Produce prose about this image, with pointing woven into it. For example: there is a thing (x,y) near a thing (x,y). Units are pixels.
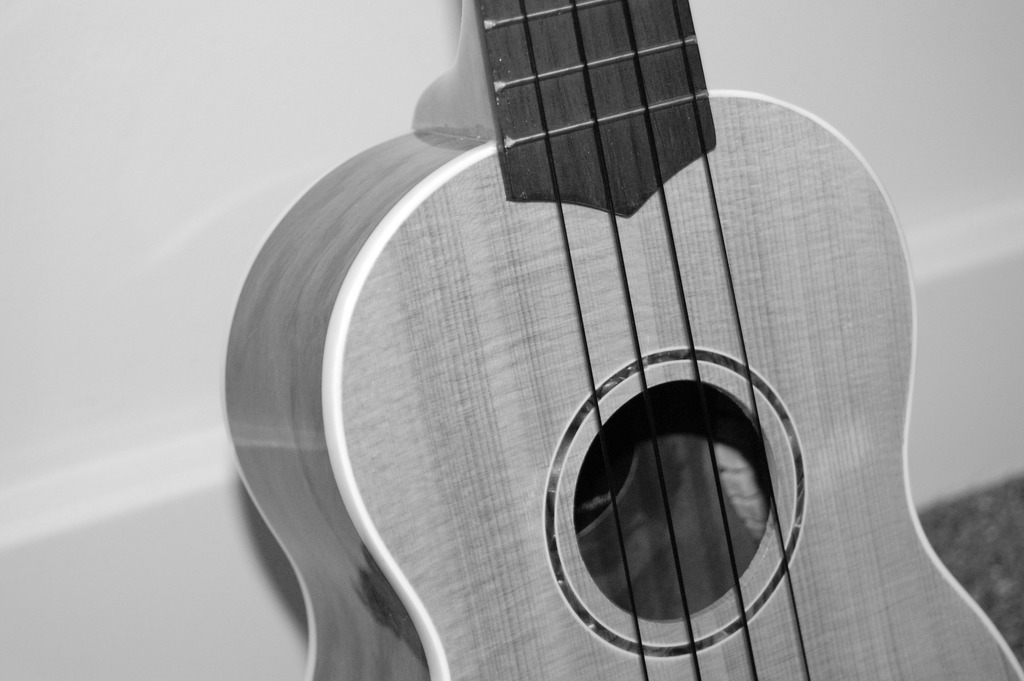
This is guitar (615,435) and in the background (154,222) there is white color.
